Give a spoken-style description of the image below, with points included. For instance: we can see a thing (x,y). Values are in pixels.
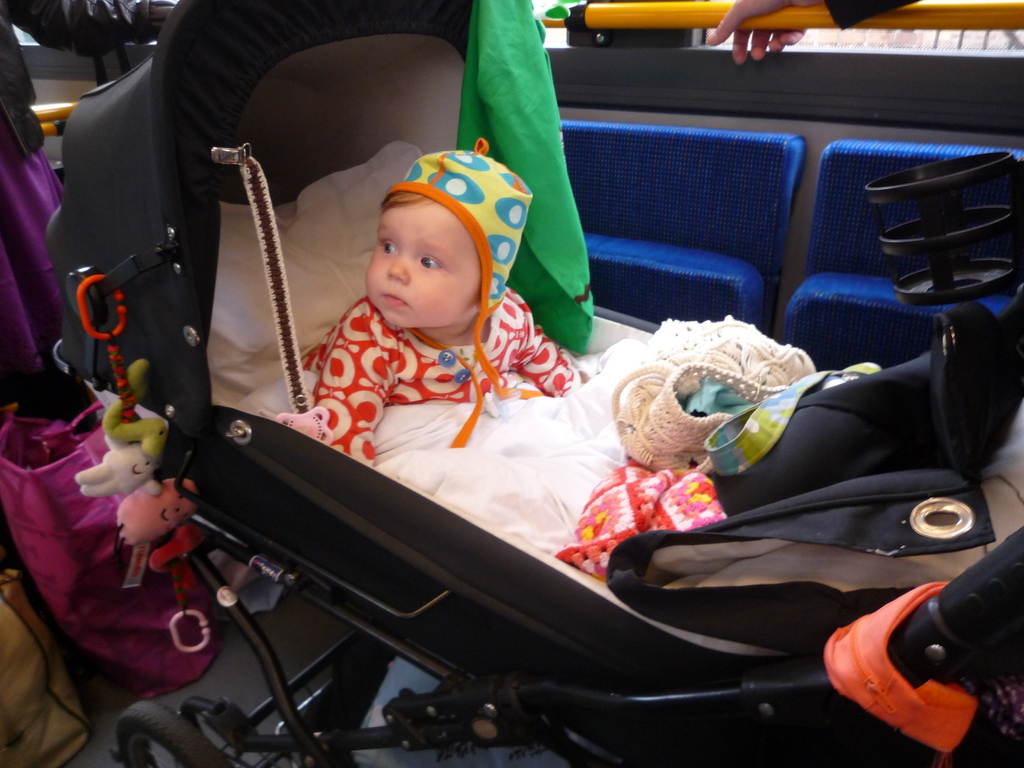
There is a baby (452,240) wearing a cap (478,152) and sitting on a pram (344,15). In the background (857,7), there is a person (843,6) holding a yellow color rod (658,24) and there are other objects (939,227).
